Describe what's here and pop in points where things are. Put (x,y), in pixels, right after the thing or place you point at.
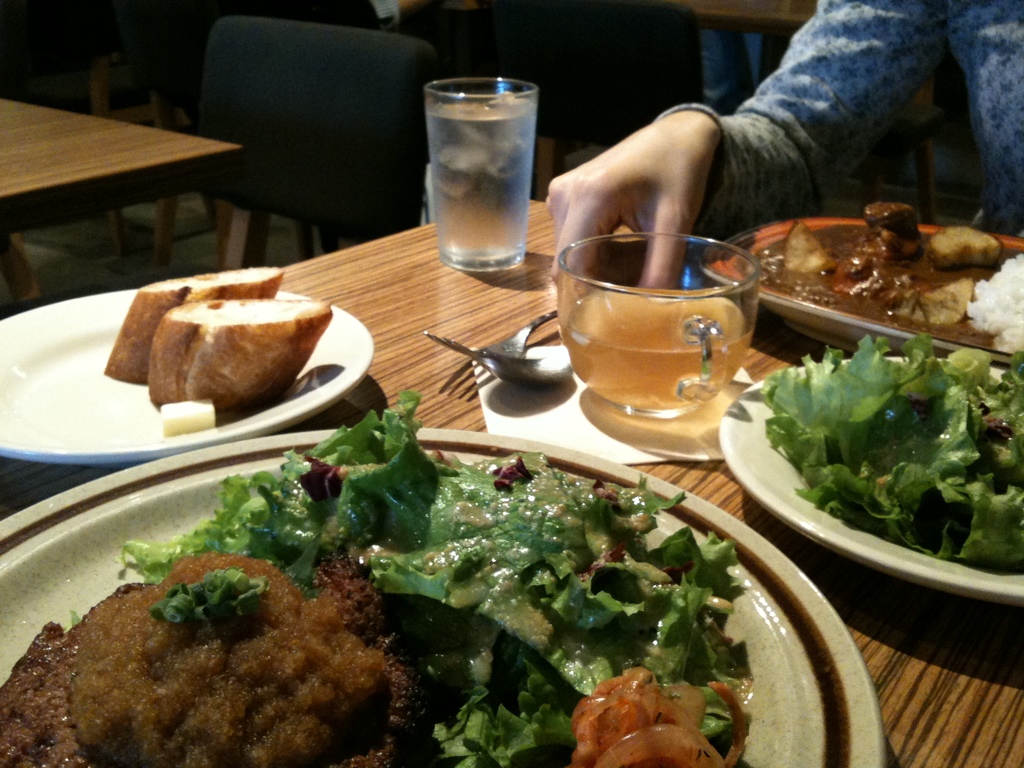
In this image there is a person (894,62) sitting behind the table (406,380). There is a food (493,528), plate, fork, spoon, glass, cup (602,368), tissue (582,393) on the table (445,413).
